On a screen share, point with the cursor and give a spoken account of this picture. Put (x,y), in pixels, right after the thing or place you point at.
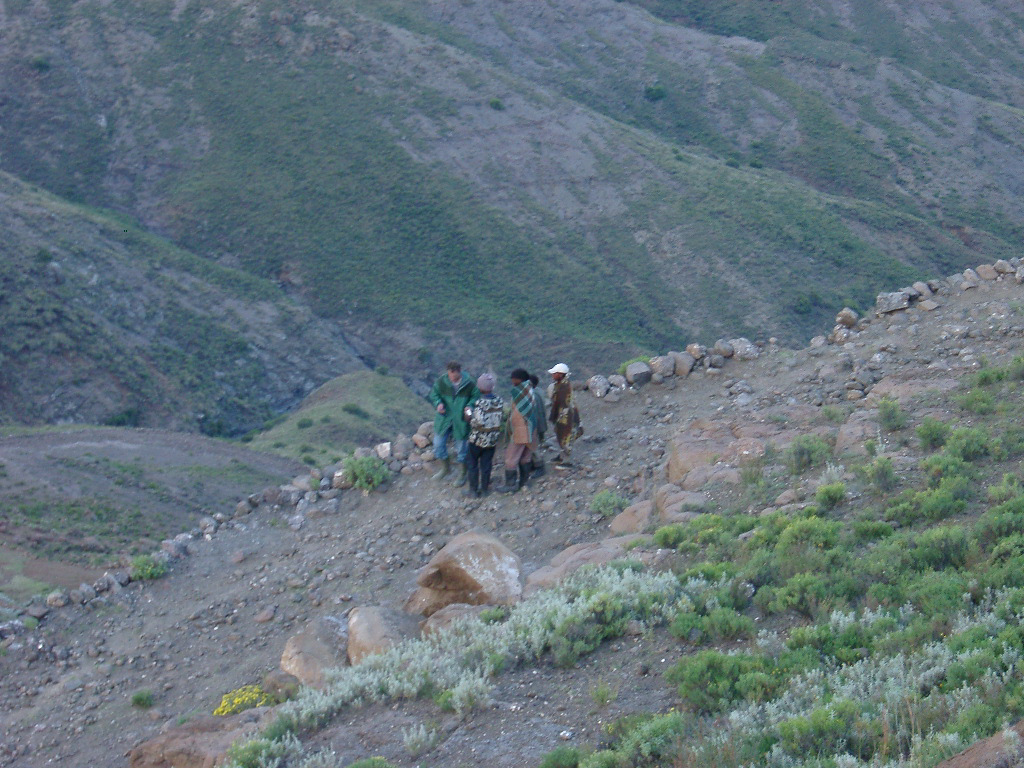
In this image there are plants (919,672) on the right corner (835,639). There are rocks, there are people (518,460) in the foreground (510,457). There are mountains (584,285) in the background (561,245).
